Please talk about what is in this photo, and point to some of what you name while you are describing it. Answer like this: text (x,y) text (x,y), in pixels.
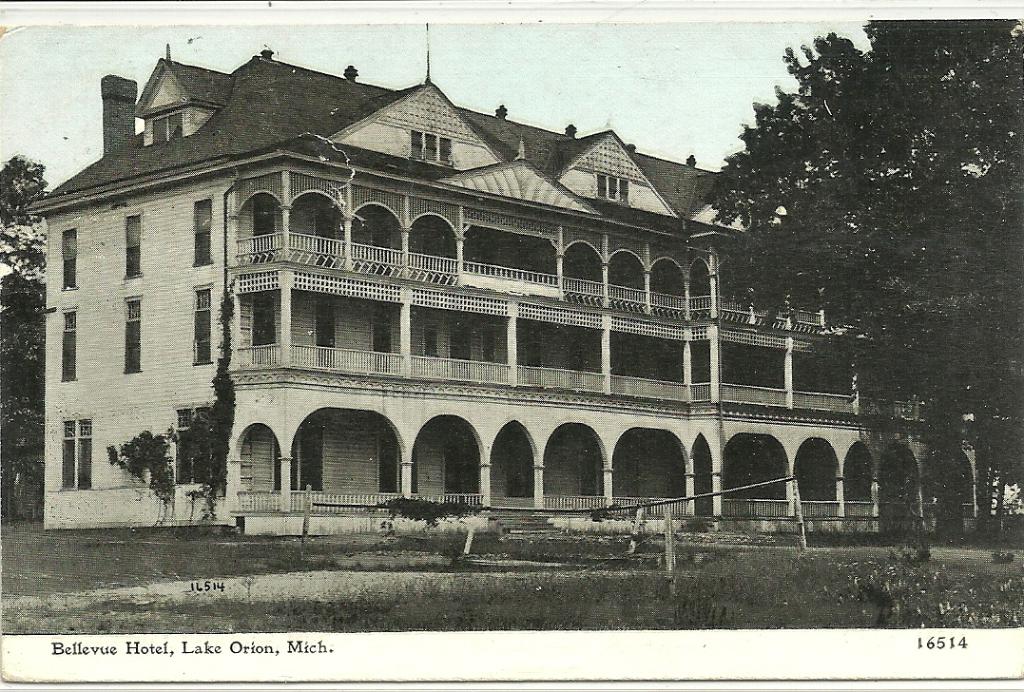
This is a black and white photo, where there is grass (655,563), plants (960,614), building (512,532), trees (37,484), sky (559,64) and a watermark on the image.
